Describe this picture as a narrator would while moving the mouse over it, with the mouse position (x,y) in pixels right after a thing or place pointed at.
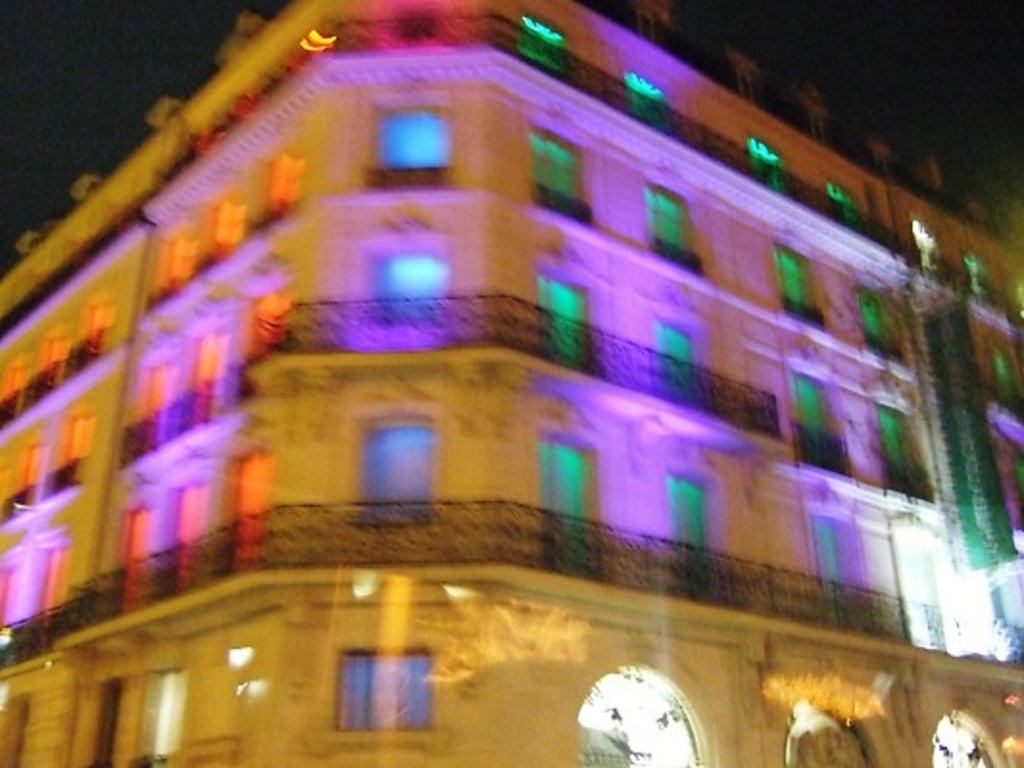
In this image I can see a building (424,336), doors (564,475), windows (425,449) and the sky (59,15). This image is taken may be during night.
